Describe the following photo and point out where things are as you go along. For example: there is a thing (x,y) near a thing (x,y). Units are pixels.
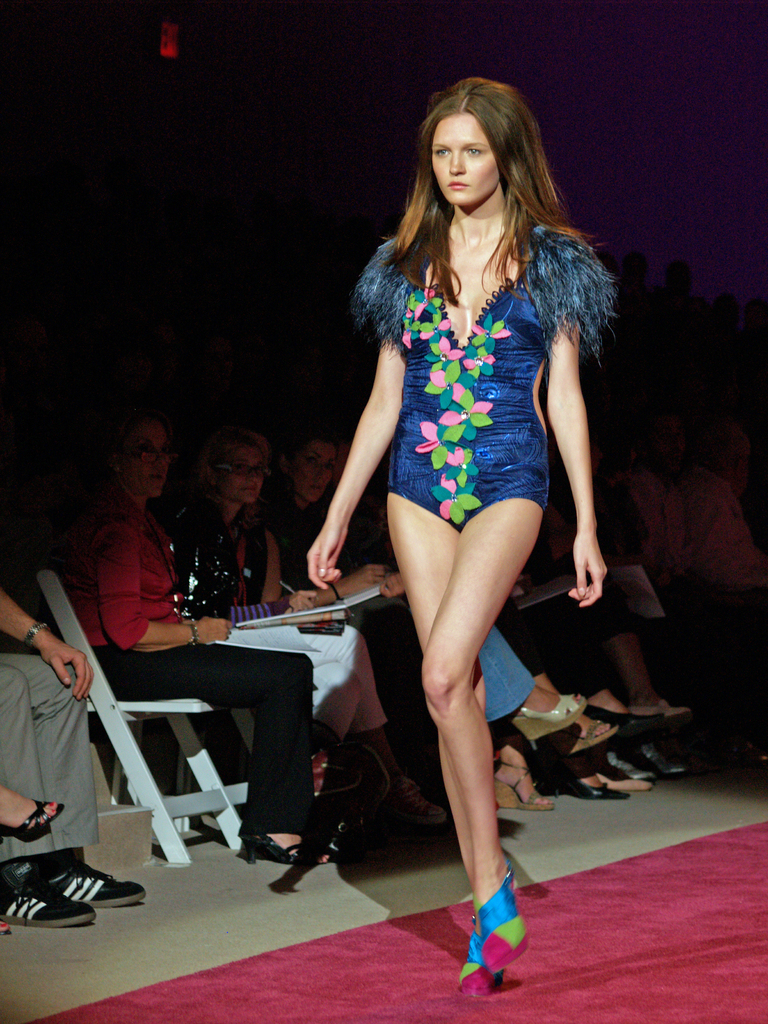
In this image there is a person (586,523) walking, there are group of persons (329,650) sitting, there are persons (281,658) holding an object (278,646), there is a person (54,653) truncated towards the left of the image (65,662), there is a carpet (392,929) on the ground (655,827), there is a carpet (687,915) truncated towards the right of the image (666,873), there is a light (172,28), the background of the image (193,27) is dark.
